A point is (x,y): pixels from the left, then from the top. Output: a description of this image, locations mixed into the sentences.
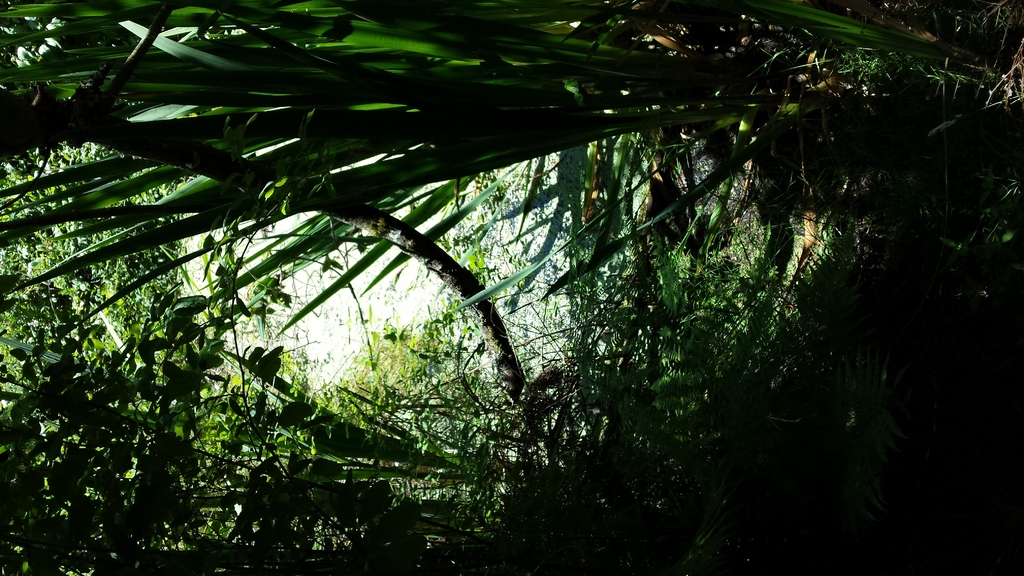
In the picture we can see some trees (163,528), leaves (305,311) and top of the picture (348,171) there are leaves (864,31).
